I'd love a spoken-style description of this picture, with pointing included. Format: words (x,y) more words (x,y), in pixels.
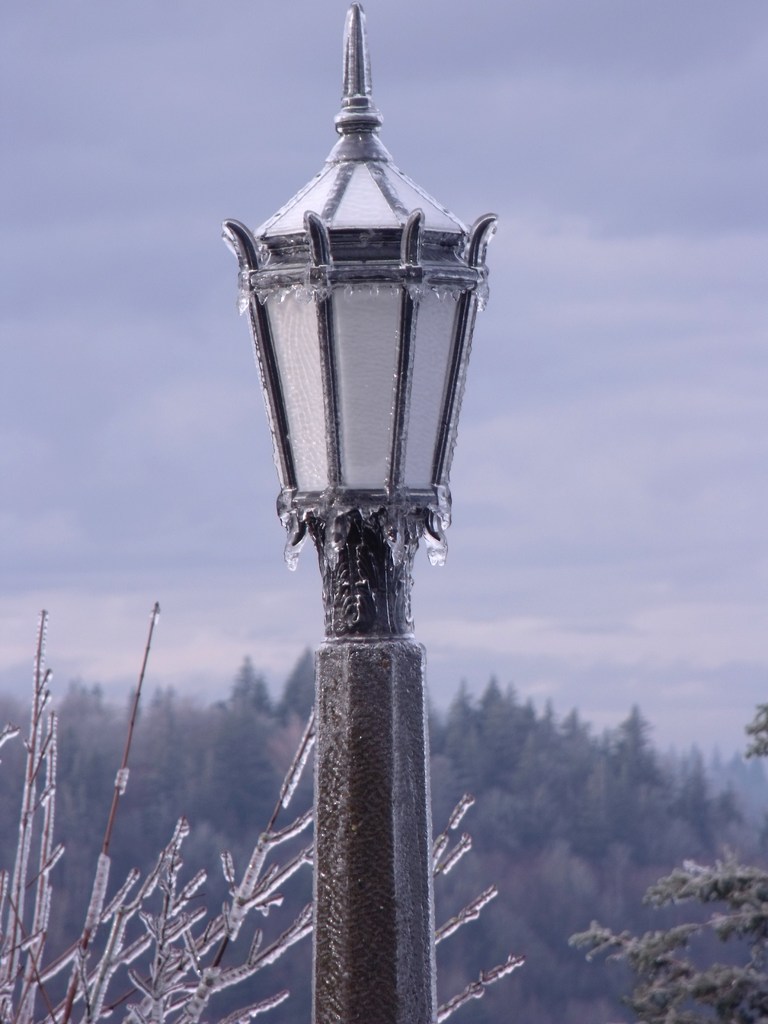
In the image we can see there is a street light pole (374,896) which is covered with ice (331,523) and there are plants (31,773) which are covered with ice (146,1015). Behind there are trees (277,789) and the image is little blurry.
